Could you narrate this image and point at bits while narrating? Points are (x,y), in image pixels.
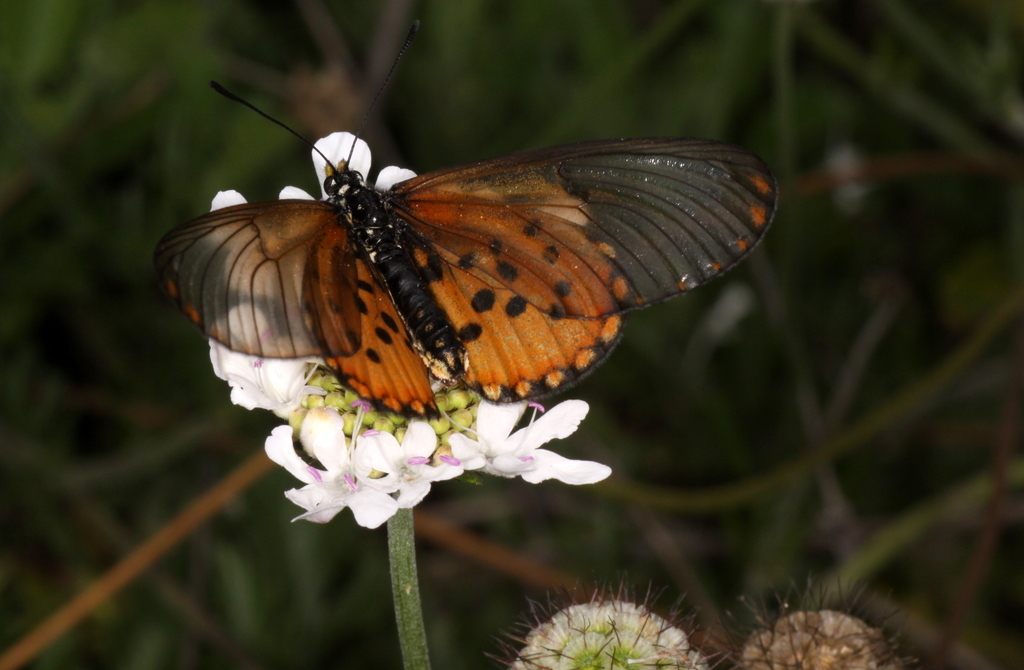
In this picture we can see a butterfly (492,179) on a flower (500,446) and in the background (238,89) we can see leaves (626,44) and it is blurry.
